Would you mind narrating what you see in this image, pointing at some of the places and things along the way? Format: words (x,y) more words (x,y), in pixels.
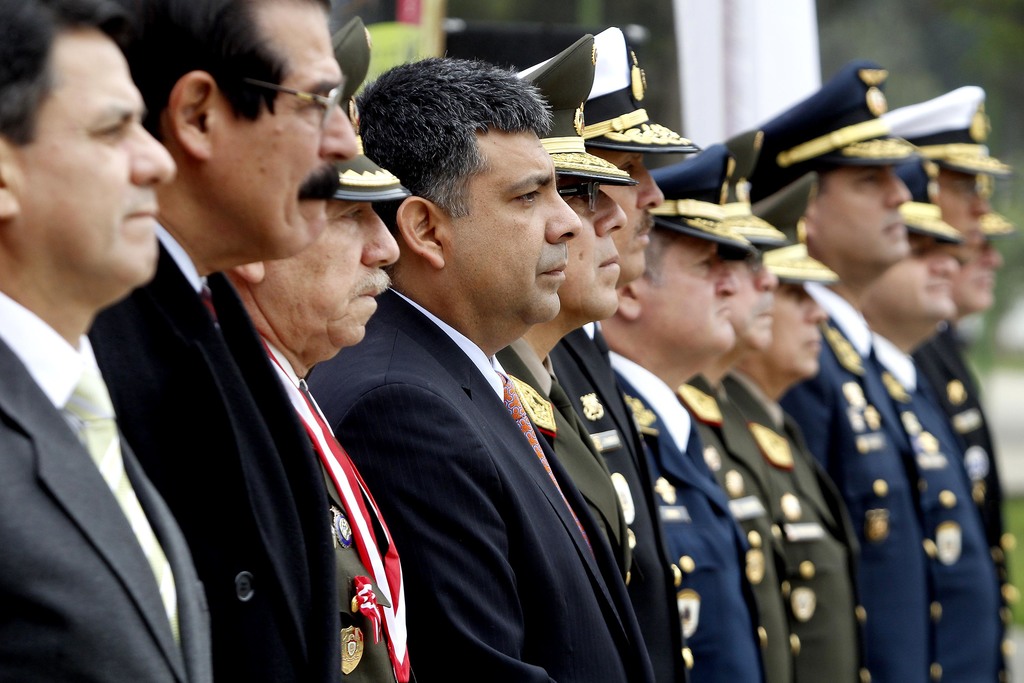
In this image we can see many people (621,459). Some people (666,219) are wearing caps (623,90). Some are wearing specs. And some people (636,561) are wearing badges (353,642). In the background (845,62) it is blur.
